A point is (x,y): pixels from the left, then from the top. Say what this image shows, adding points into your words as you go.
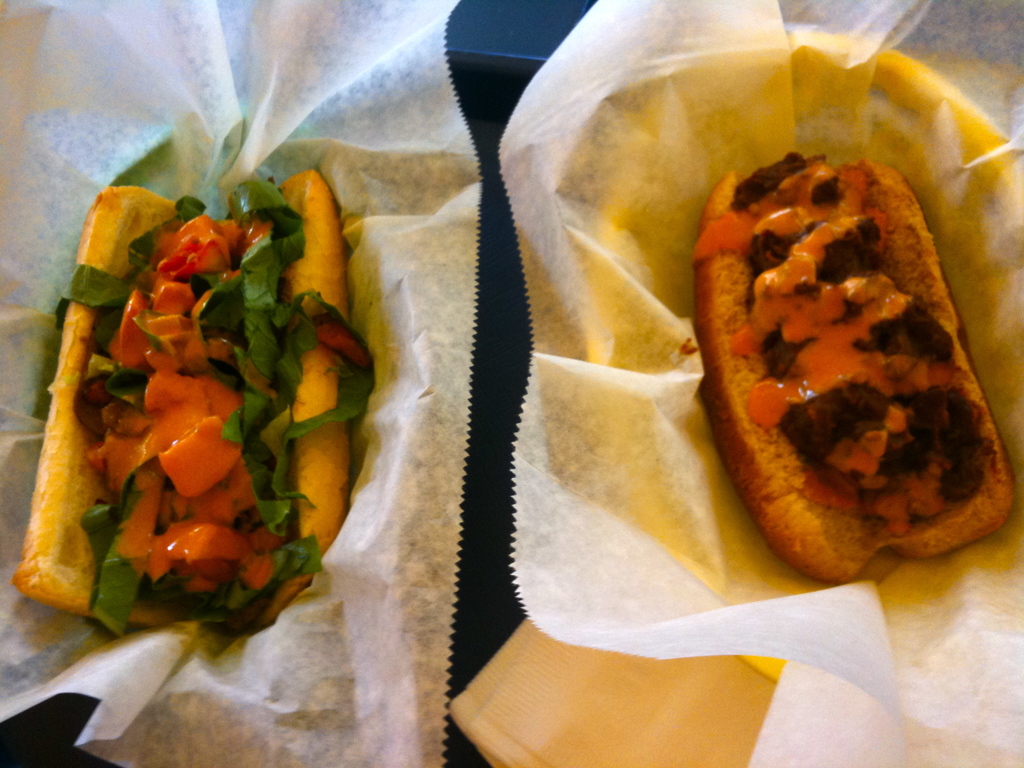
In this image we can see two different food items (753,380) are kept in a white color tissue paper (685,131).
